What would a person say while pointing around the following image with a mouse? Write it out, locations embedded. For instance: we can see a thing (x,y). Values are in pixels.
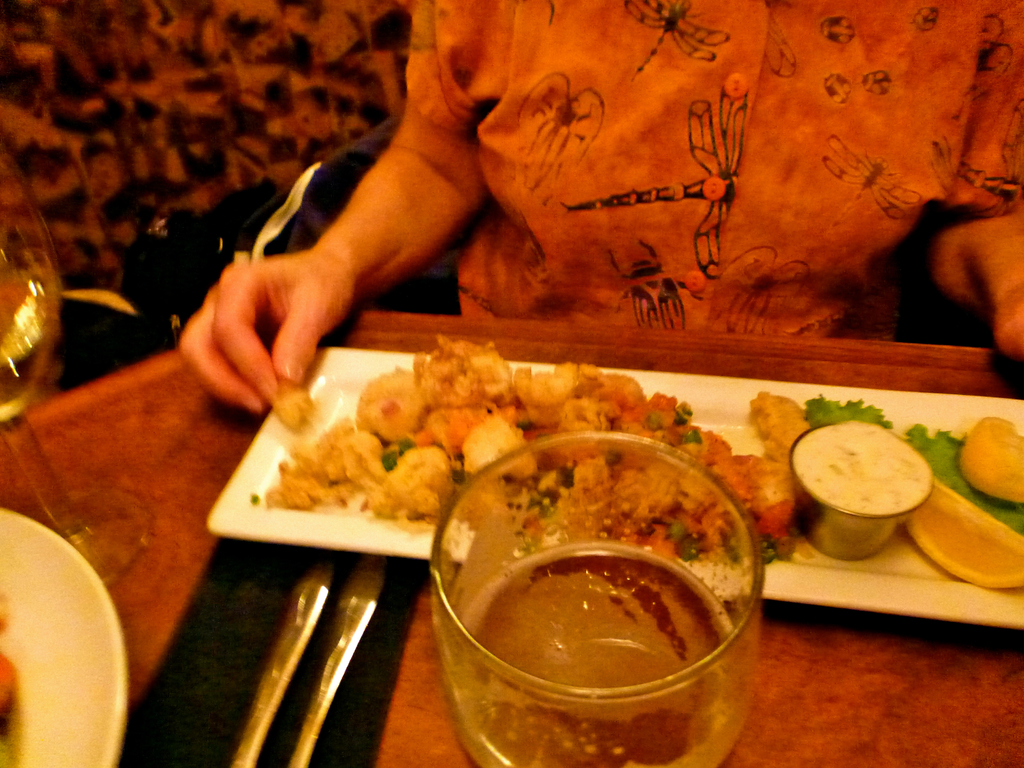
In this image there is food (432,374) on the table (393,320) which is in the center (515,465) and there is a glass (574,641) in the front (571,656). There is a person (665,123) sitting behind the table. On the left side of the table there is a plate (72,656) which is white in colour, and there is glass (1,387) and there are spoons (281,693).
